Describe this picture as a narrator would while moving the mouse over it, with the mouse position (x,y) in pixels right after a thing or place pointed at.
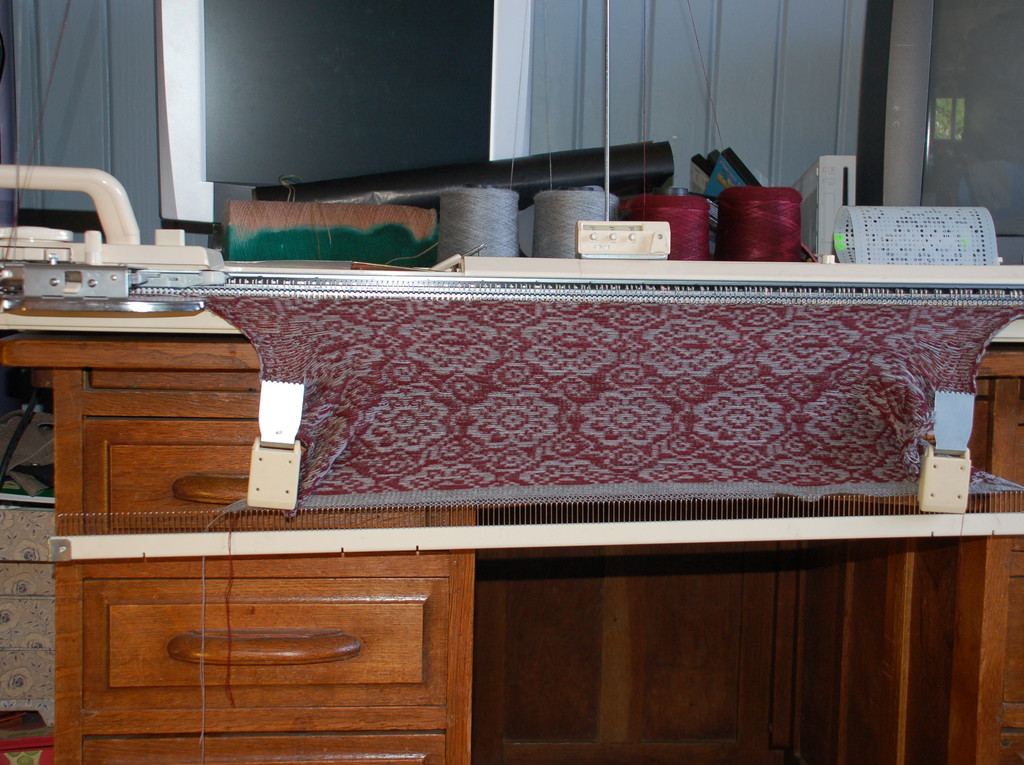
In this image I can see a table (176,441) and on it I can see a machine (112,283) and a cloth (562,372). In the background (471,236) I can see few threads (770,207).
